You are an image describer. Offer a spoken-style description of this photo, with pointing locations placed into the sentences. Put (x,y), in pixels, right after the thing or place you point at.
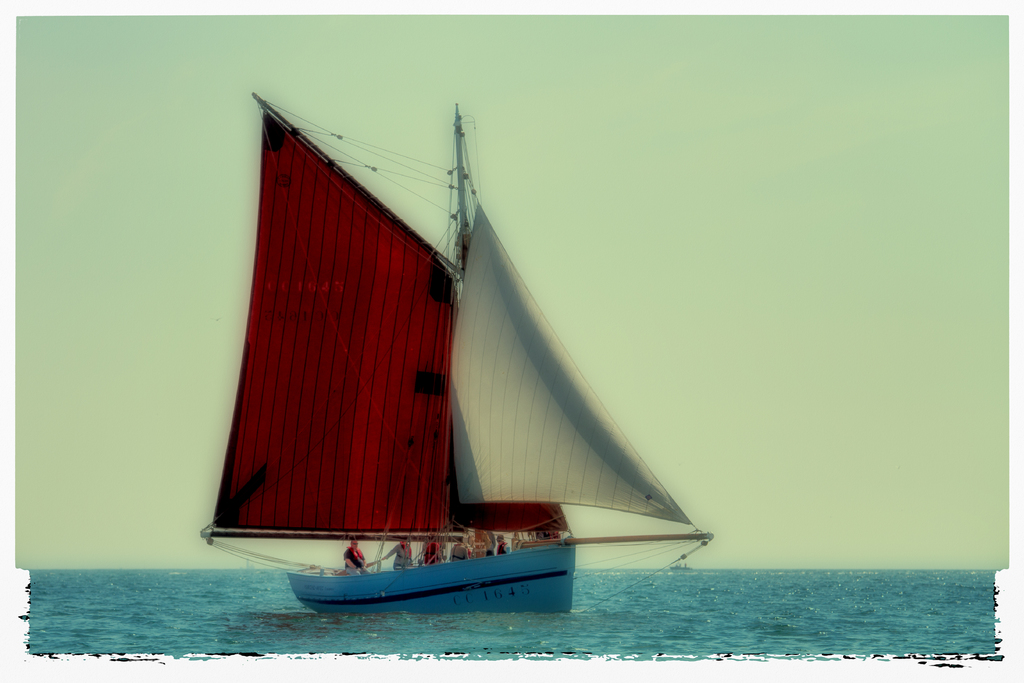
In this image there is the sea (927,611), there is a boat (410,535) on the sea (757,621), there are person (499,541) in the boat (419,570), at the background of the image (696,392) there is the sky (725,251).
